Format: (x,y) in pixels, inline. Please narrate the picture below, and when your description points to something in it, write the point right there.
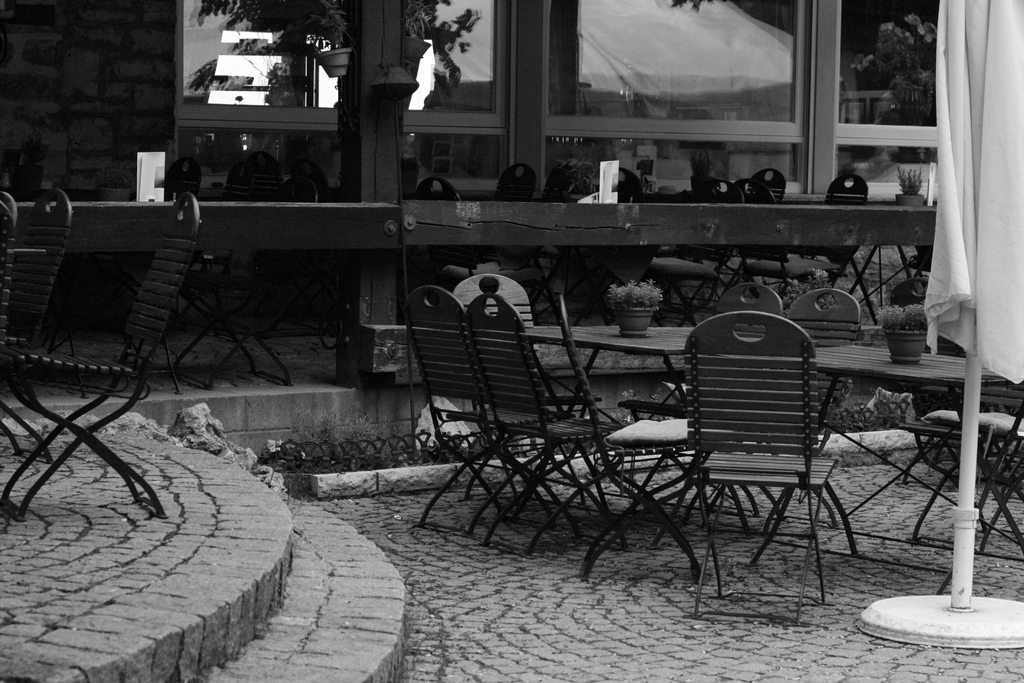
This is a black and white picture. In this picture we can see the chairs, tables (868,375), plants (578,173), pots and objects (983,603). On the right side of the picture (973,176) we can see a cloth (965,129) and pole (964,476). In the background (892,116) we can see the reflection (227,6) on the glass (887,19).
